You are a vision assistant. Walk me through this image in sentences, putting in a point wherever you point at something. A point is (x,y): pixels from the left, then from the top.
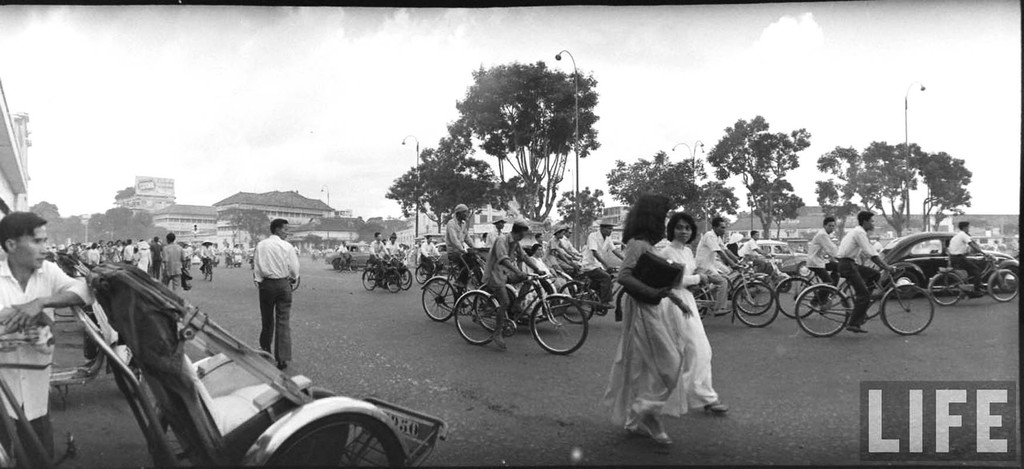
This is the picture on the road (599,387). There are group of people (818,246) riding bicycle (606,293) on the road (877,320), and there two cars (932,250) and at the left side of the image (267,308) there are walking on the road (222,289). At the back (435,224) there are buildings (275,214) and trees (460,127). At the top (277,88) there is a sky (304,74) and at the left side of the image (289,322) there is a person (42,290) and there are street lights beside the road (309,312).
